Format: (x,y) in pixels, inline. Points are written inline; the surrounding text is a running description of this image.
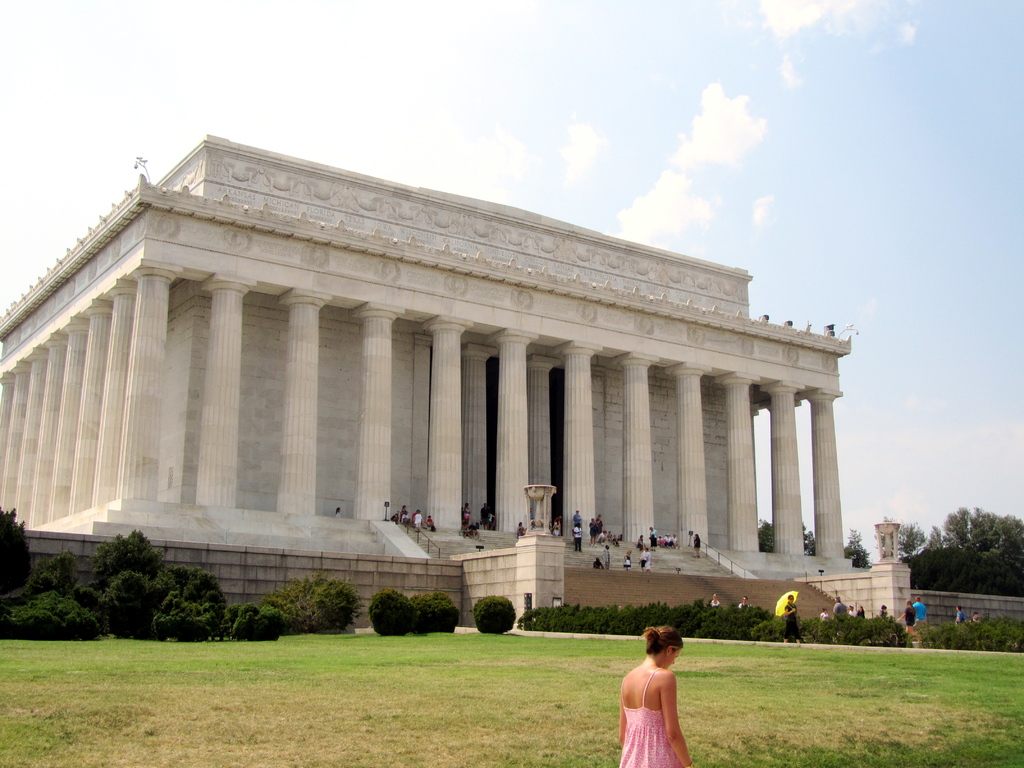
In this image we can see a building (485,438) with pillars (640,464) and steps (582,544). And there are many people (824,613). In front of the building (798,568) there are bushes (41,599). On the ground (586,647) there is grass (603,657). At the bottom (659,702) we can see a woman (647,716). On the right side (958,563) there are trees (939,561). In the background (518,110) there is sky (696,49) with clouds (717,90).
